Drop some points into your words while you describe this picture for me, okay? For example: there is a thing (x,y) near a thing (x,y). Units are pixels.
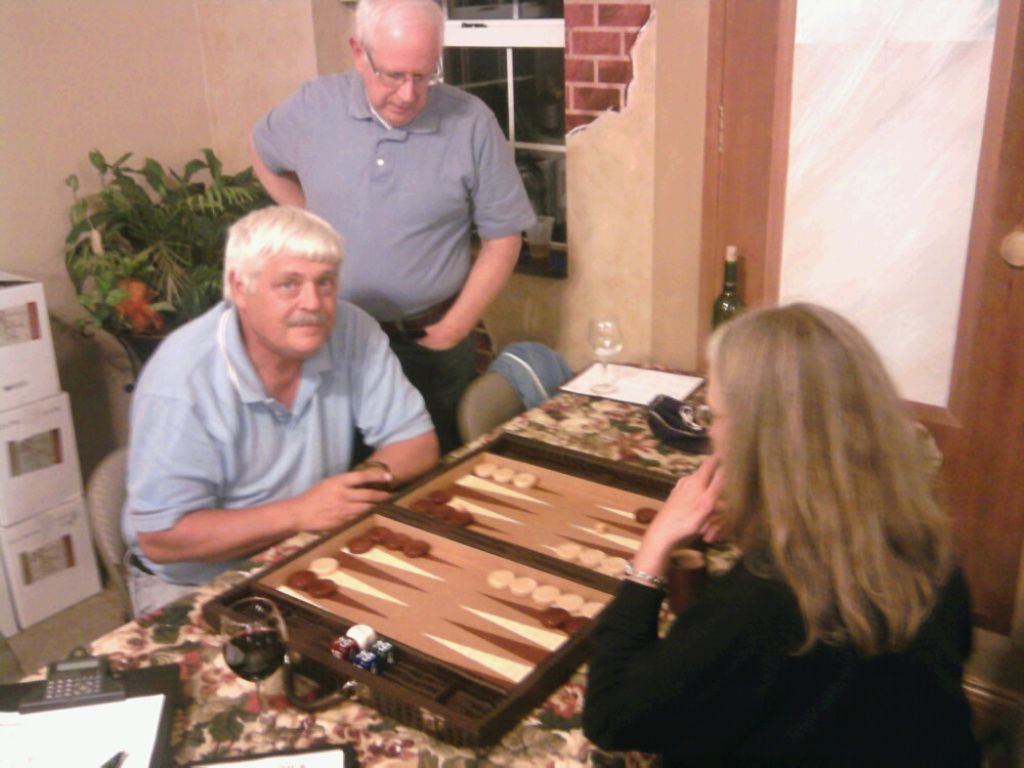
In the center of the image (359,357) we can see one person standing and two persons (277,511) are sitting on the chairs (115,531). In front of them, there is a table (437,755). On the table (437,738), we can see one backgammon board (433,612), papers (101,754), one pen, glasses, one bottle of wine (728,255), checkers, dice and a few other objects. In the background (616,148) there is a wall (615,226), window (557,214), door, plants (228,179), boxes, one chair (488,384), one glass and a few other objects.
